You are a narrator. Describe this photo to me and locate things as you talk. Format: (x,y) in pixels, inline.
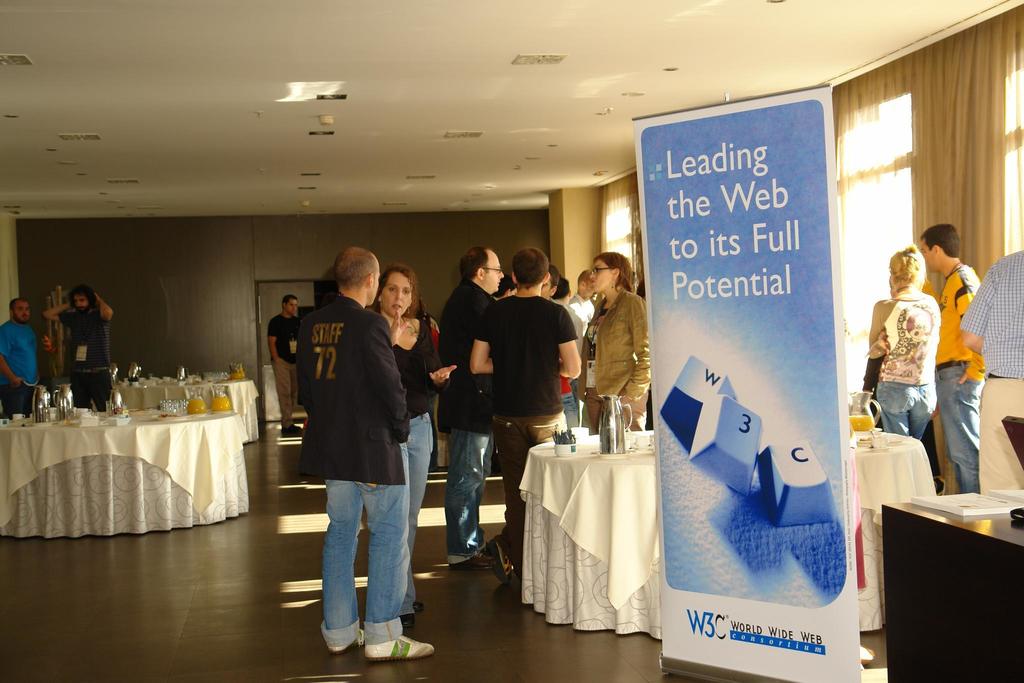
In this image I can see group of people (371,485) standing. There are tables (608,508) and there are some objects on them. There are walls (72,282), windows (872,170), curtains (976,263) and there is a ceiling (465,191) with lights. Also there is a board (787,501) and in the bottom right corner (913,603) it looks like a table (965,563) and there are some objects (954,500) on it.
